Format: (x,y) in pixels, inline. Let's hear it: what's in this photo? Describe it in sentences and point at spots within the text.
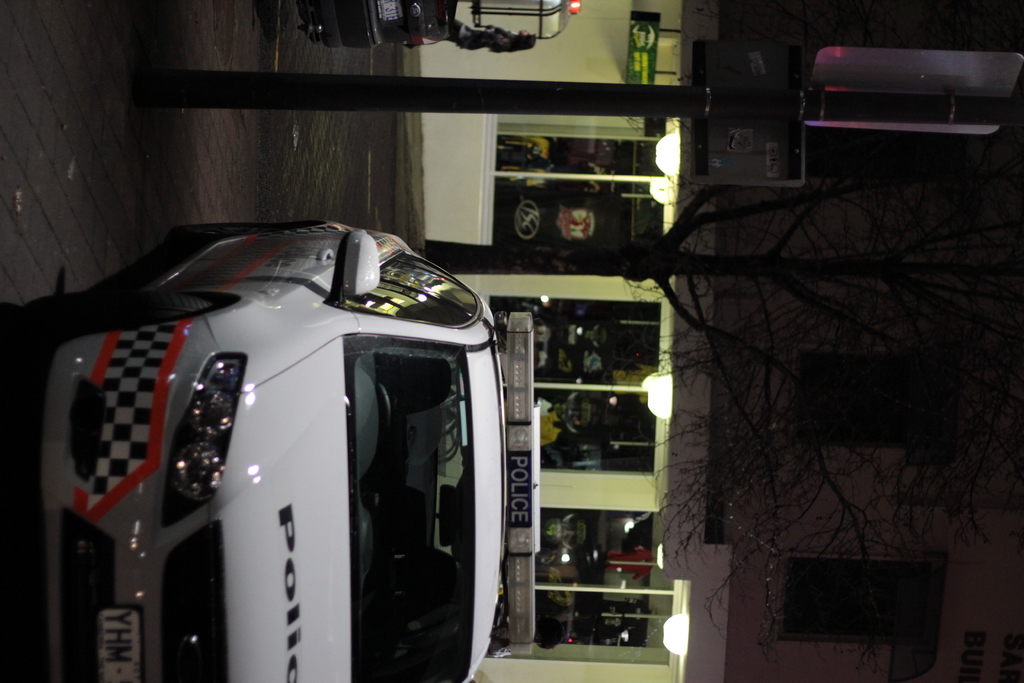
In this image, we can see a tree (694,228) in front of the building (670,556). There is a car (352,538) in the bottom left of the image (221,554). There is a pole (568,104) at the top of the image (506,97). There are lights (674,630) in the middle of the image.
